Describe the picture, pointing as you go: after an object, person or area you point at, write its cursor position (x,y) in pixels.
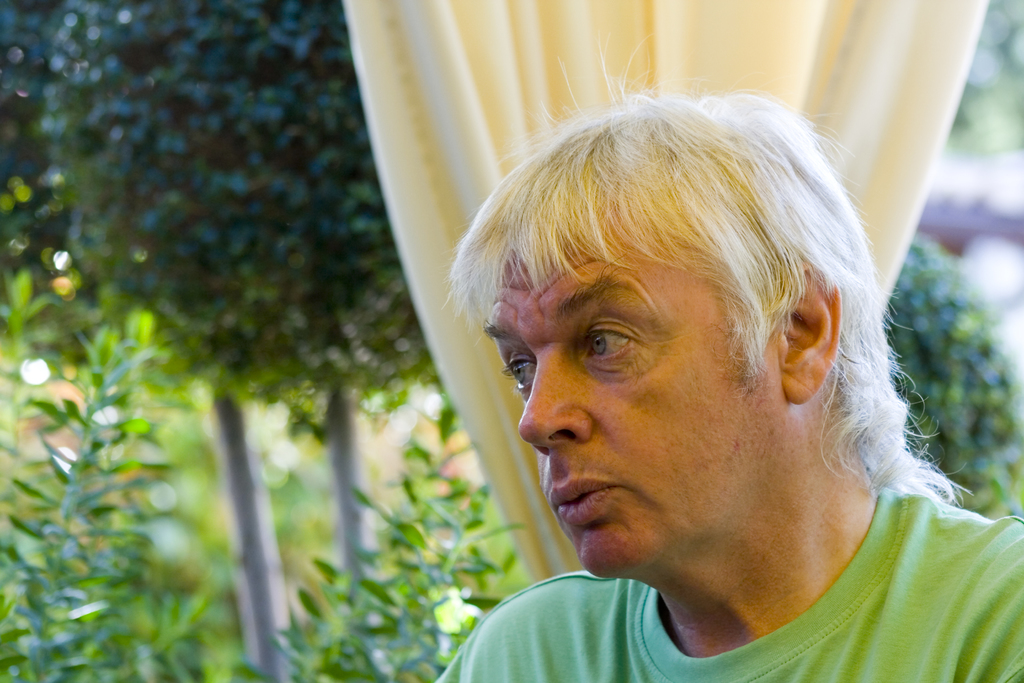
In this image we can see a man (814,528) wearing green color t shirt (978,592). In the background (495,30) we can see the curtain (517,21) and also many trees (248,490).
